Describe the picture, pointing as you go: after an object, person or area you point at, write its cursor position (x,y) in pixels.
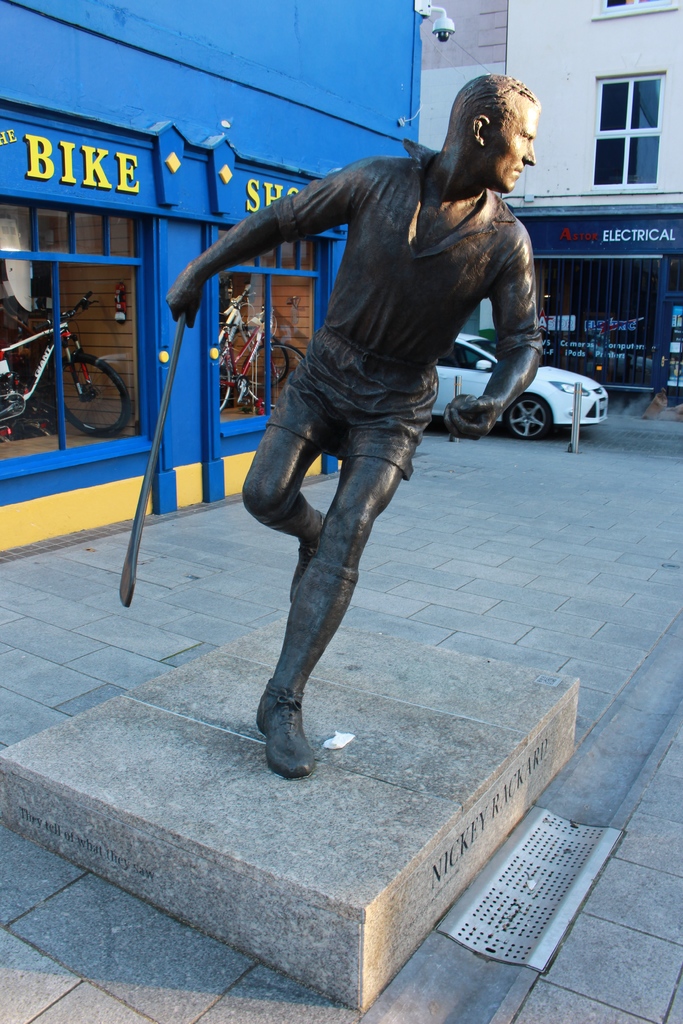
In this image, we can see a statue (315,197) in front of the building (145,237). There is a car (569,416) in between buildings (566,65). There is a camera (443,15) at the top of the image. There is a window (621,97) in the top right of the image (635,126).
